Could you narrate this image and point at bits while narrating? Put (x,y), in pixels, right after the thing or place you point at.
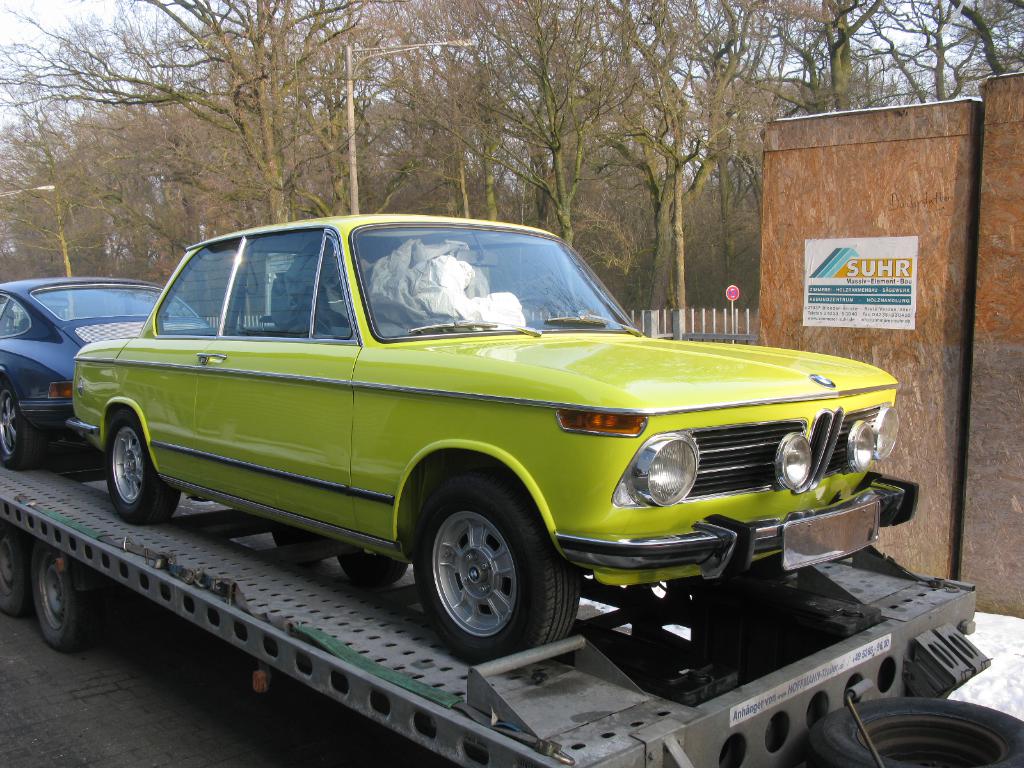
In the center of the image (509,328) we can see cars (143,387) on the truck (90,557). In the background (20,221) we can see poles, trees (549,192), fencing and sky (14,13).
